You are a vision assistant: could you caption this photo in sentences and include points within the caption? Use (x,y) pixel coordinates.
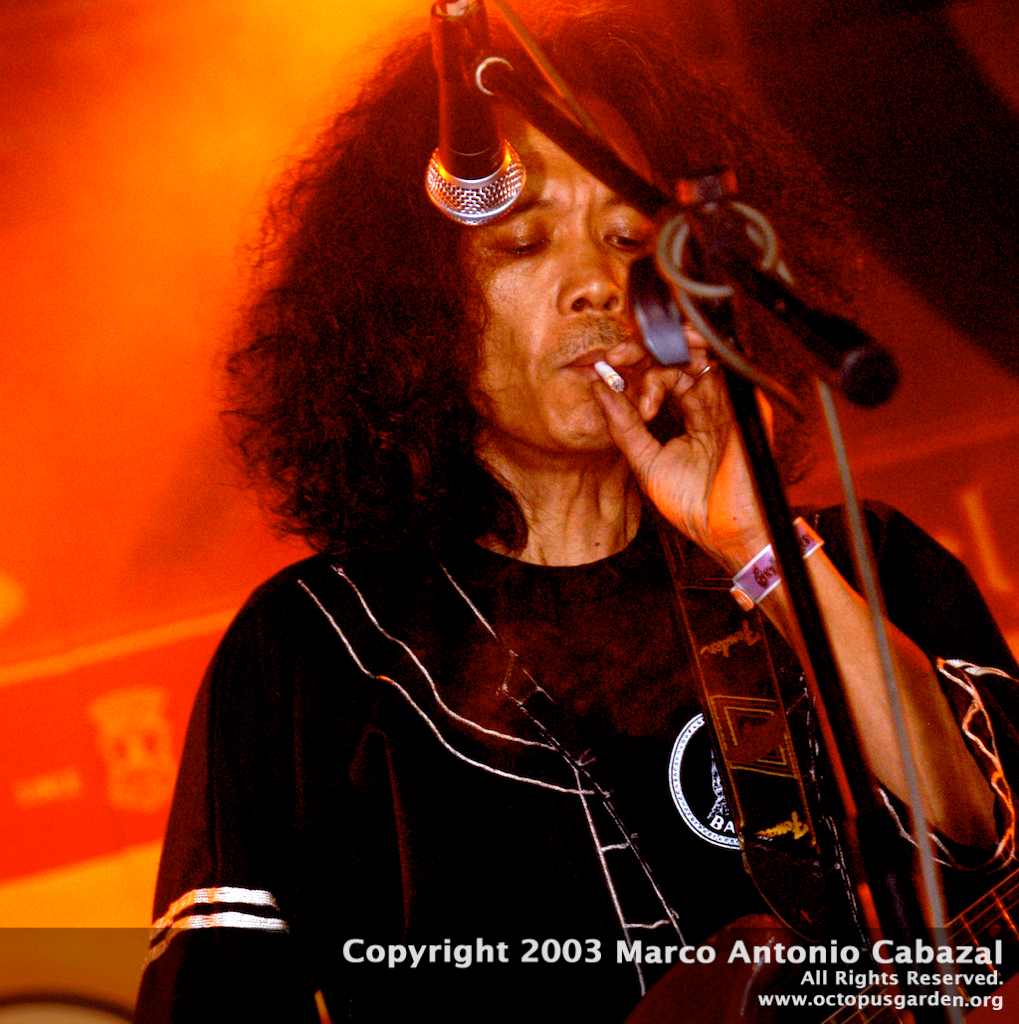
In this image i can see a person (599,601) holding a musical instruments (682,976) and a cigarette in his hands (603,407). i can see microphone (476,148) in front of him.
